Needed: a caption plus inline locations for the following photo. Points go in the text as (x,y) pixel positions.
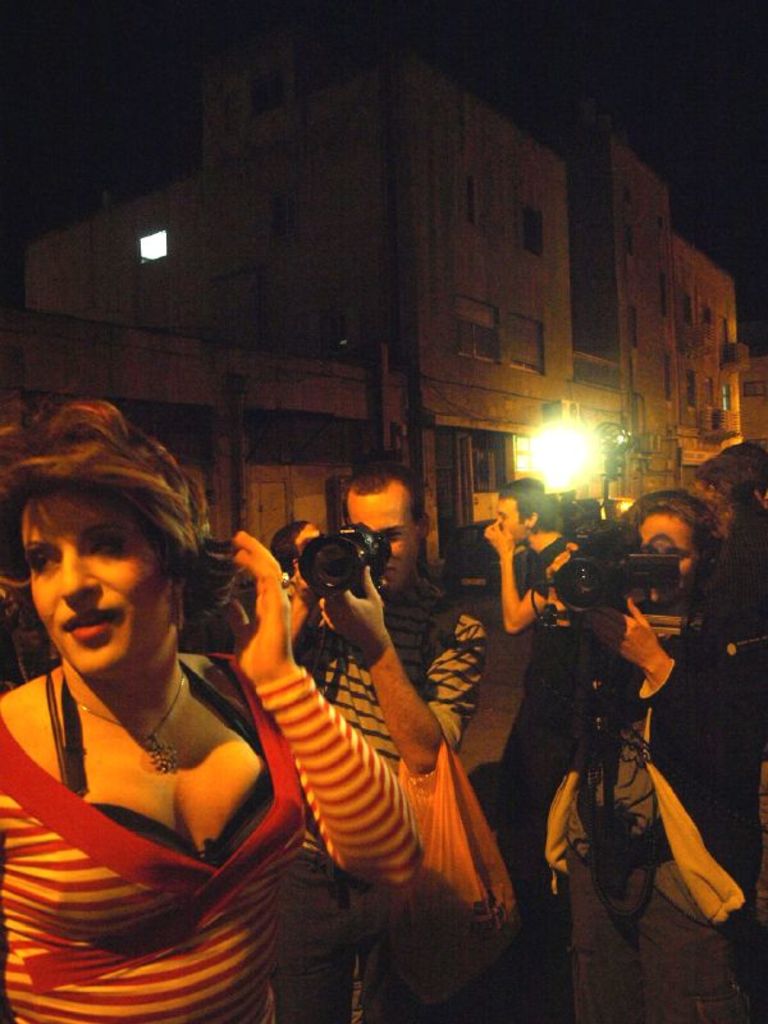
In this picture we can see a group of people (277,808) standing and two people (466,657) holding the cameras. Behind the people (374,617), there is a light (563,430), buildings (274,212) and the dark background (722,25).
